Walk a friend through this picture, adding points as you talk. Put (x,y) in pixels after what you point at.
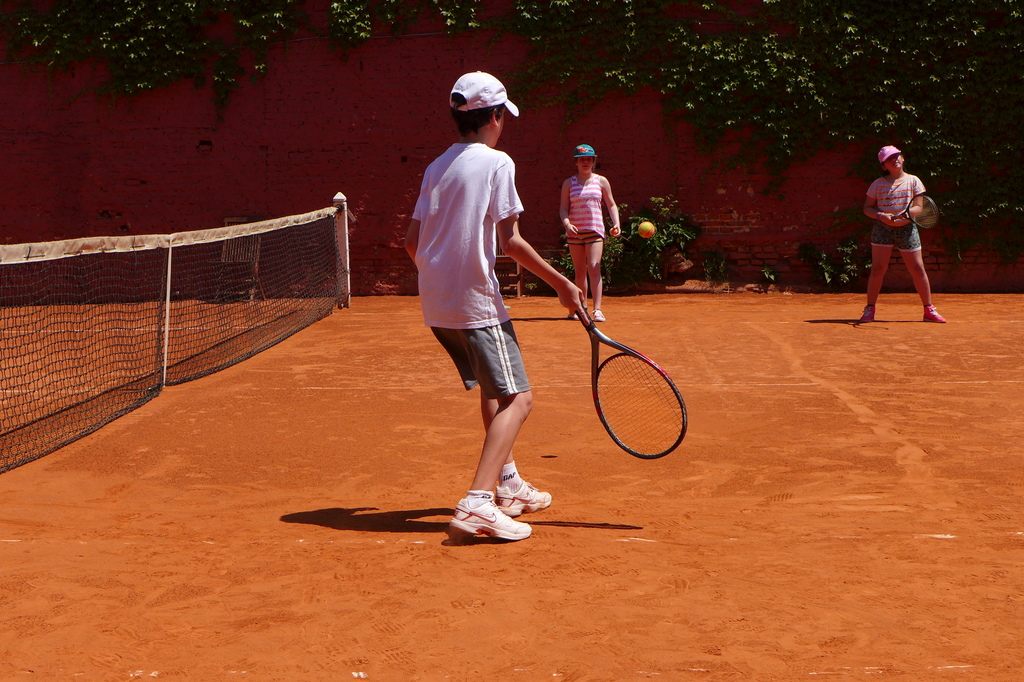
In the image we can see there is a boy (485,259) who is holding a tennis racket (631,384) and in front of him there are kids (594,232) who are playing and on the ground (649,464) its mud (418,376) and beside the kid (465,286) there is a net (278,270).
